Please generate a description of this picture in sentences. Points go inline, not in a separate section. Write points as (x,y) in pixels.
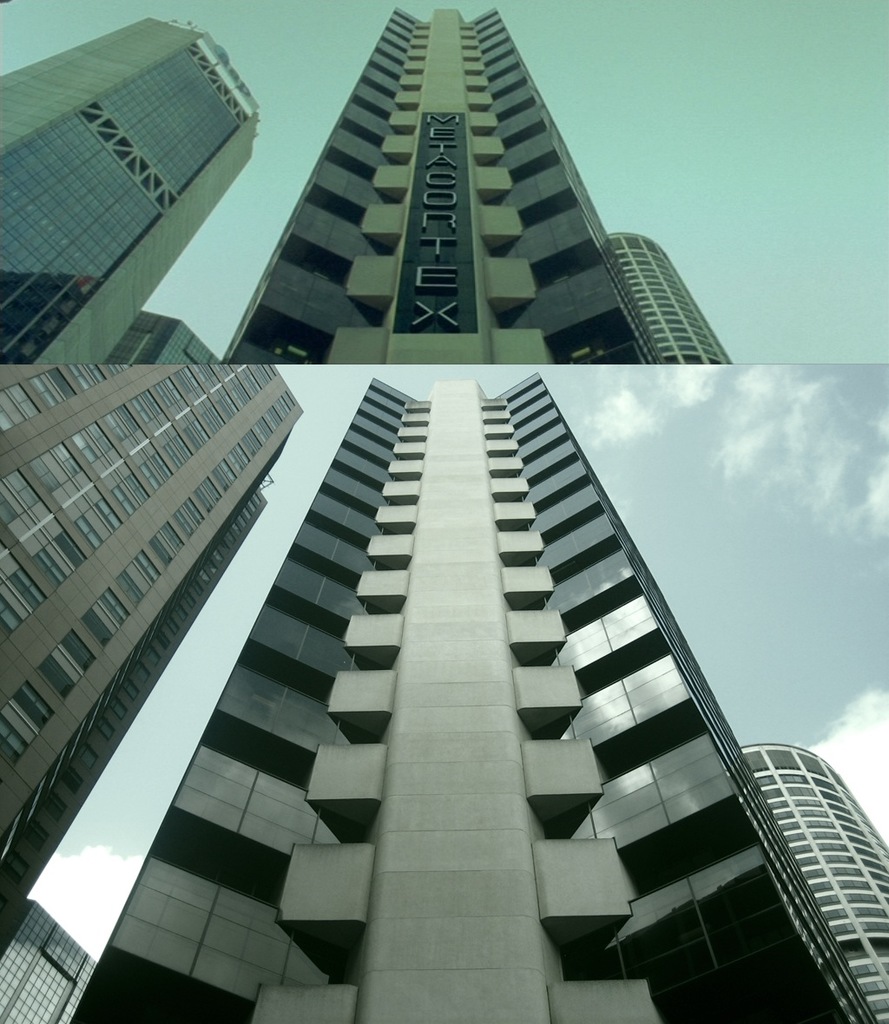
This is a collage image of two pictures in which we can see there are few buildings (154,680).
